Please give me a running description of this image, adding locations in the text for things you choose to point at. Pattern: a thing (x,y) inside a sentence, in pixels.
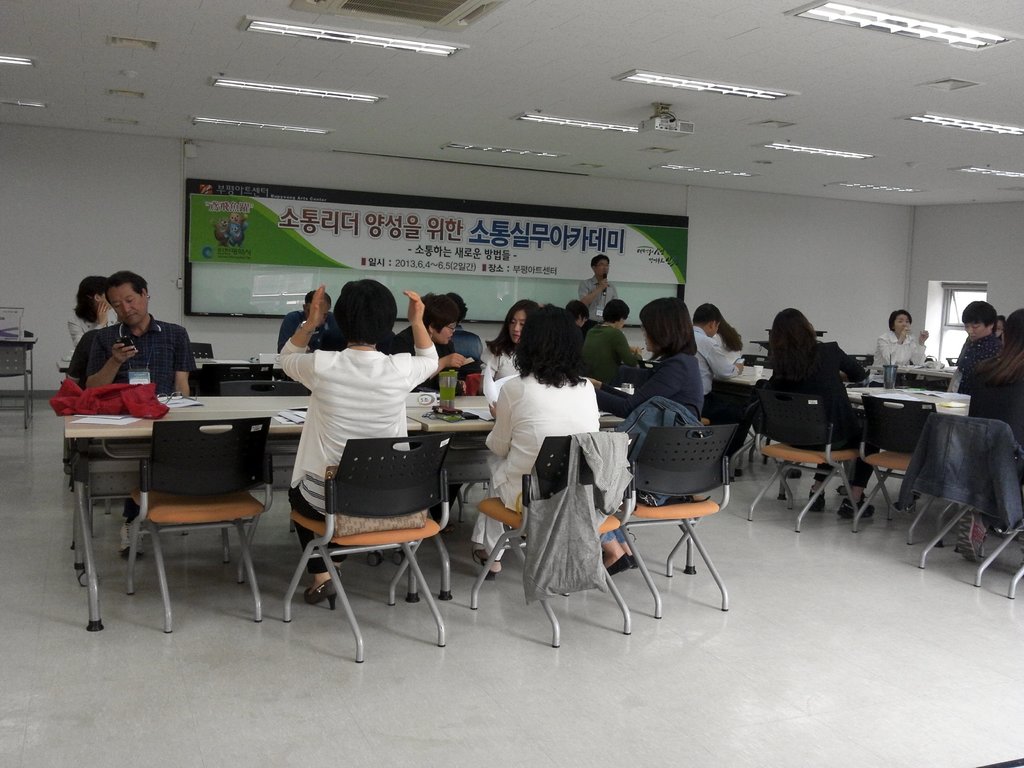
In this picture there are many persons (643,319) sitting around the table (131,428) on the chairs (173,438). On the table (431,425) i could see jackets (150,409), books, papers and in the background (268,247) there is a banner (457,240) and to the ceiling (478,65) there are lights (698,83) and projector (663,123).
